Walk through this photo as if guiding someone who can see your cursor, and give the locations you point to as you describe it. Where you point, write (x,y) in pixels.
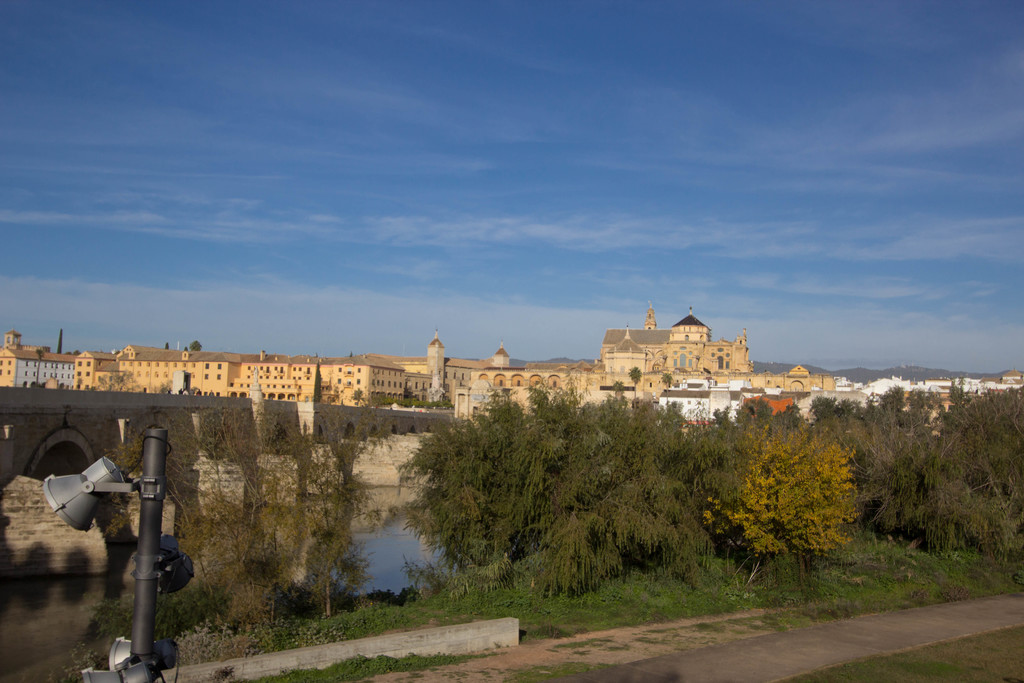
These are the trees (607,517) with branches (610,558) and leaves (914,460). I can see the buildings (285,375). This looks like a bridge (410,417). I think these are the lamps (79,524) attached to the pole (150,609). Here is the grass (340,618). I can see the water (391,536) flowing.
